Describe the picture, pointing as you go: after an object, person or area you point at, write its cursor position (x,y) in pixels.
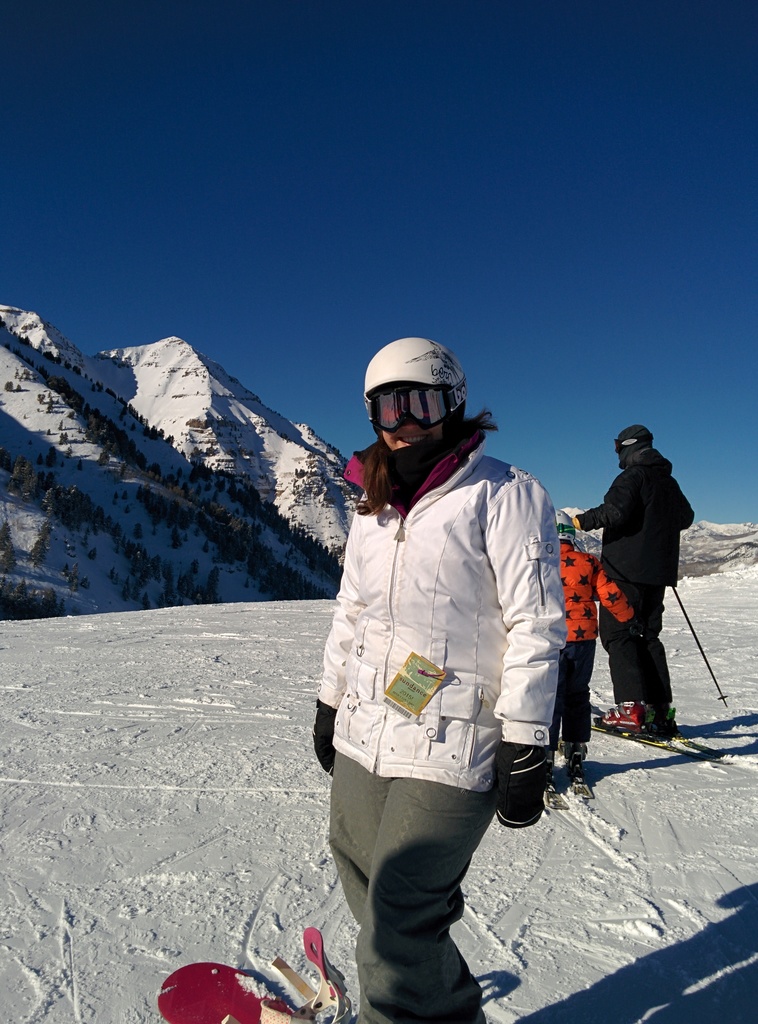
In this picture I can see snow (183,677). I can see people (522,599) standing on the surface (130,809). I can see people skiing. I can see the mountain (191,406). I can see the sky (546,484).
